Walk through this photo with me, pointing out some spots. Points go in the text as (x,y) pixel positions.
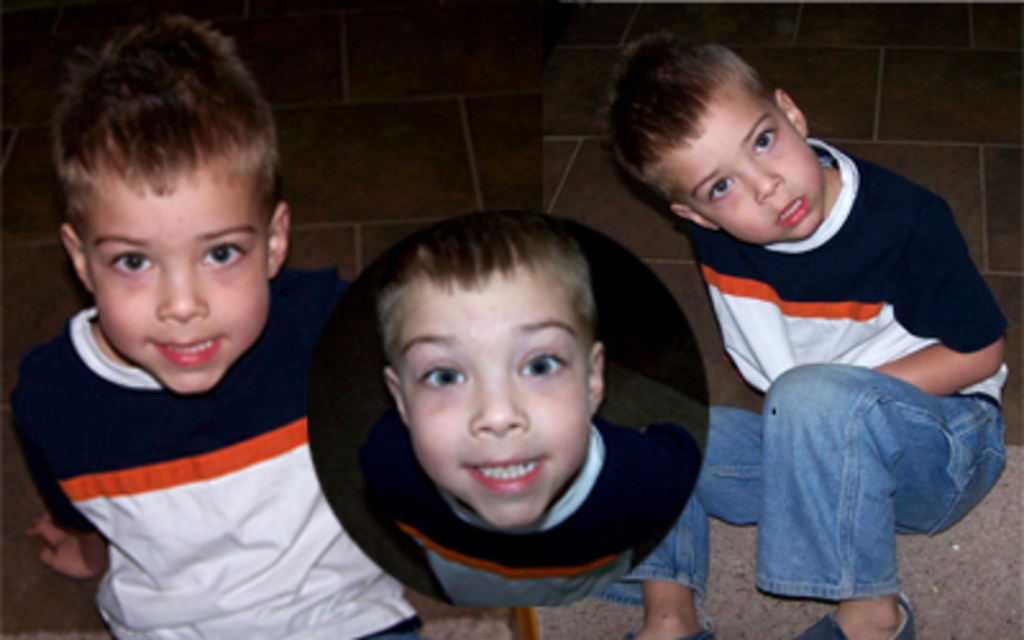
This picture describe about the three collage photograph of the small boy (203,284) wearing white and blue t-shirt (287,342) sitting on the ground (678,398) smiling and giving a pose into the camera.
